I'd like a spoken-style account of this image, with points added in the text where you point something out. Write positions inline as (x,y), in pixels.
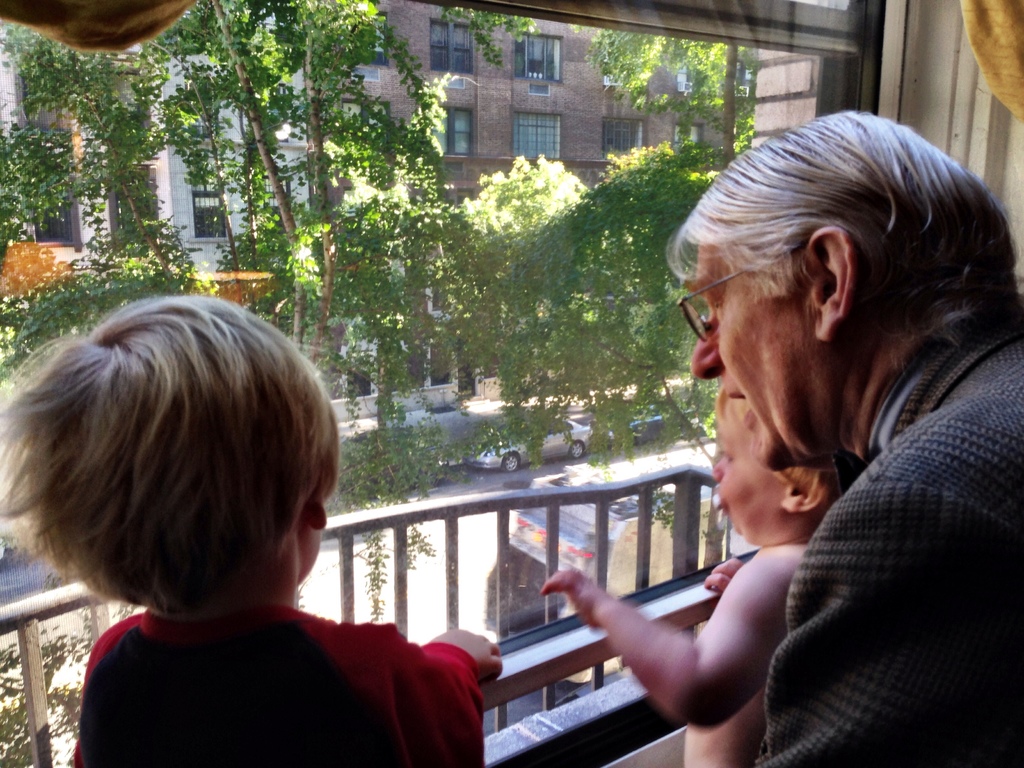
In this image we can see there is a person (799,584) and two kids (778,605) looking the outside view from the window (543,666). From the window (542,638) we can see there is a railing (550,504) in front of the window (535,656) and there are two cars (578,432) moving on the road (492,472), tree (418,125) and buildings (539,100).
